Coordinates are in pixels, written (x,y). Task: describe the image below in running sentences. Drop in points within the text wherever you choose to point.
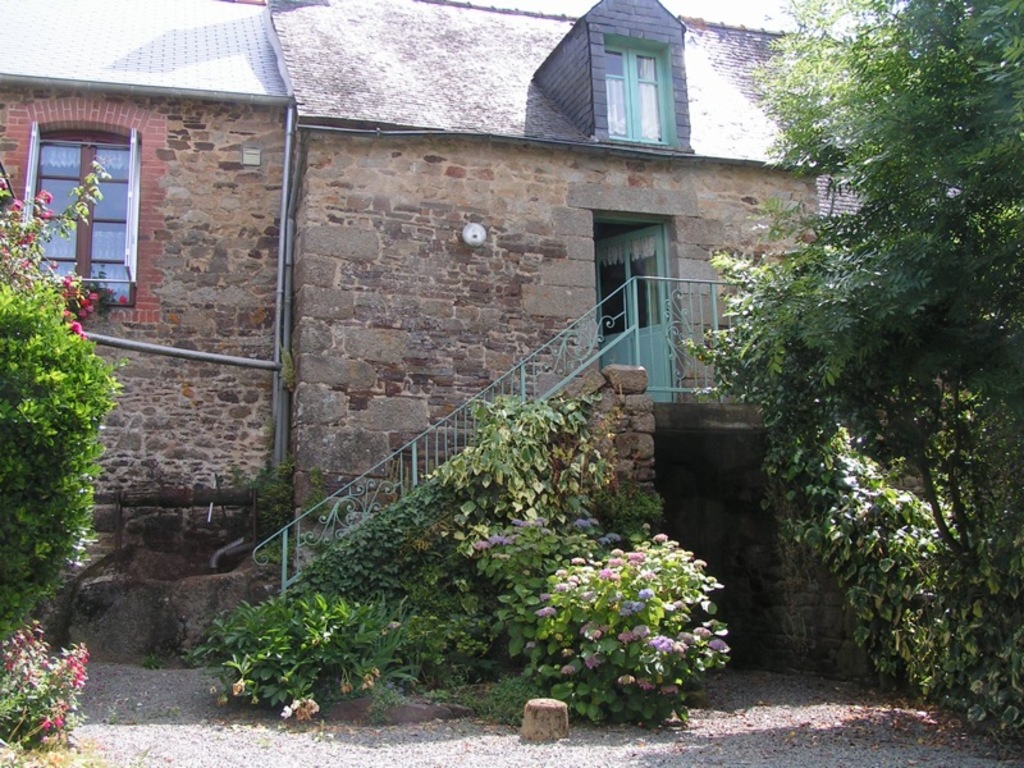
On the right side of the picture (929,407) there are trees (935,450). On the left side of the picture (51,415) there are trees (47,319), flowers (64,287) and a window (59,163). In the center of the picture (364,310) there are plants (508,628), trees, flowers (577,584), house (395,288), door (631,271), window (622,106) and pipes (292,235). It is a sunny day. In the foreground (375,740) there are gravel stones (755,722).
